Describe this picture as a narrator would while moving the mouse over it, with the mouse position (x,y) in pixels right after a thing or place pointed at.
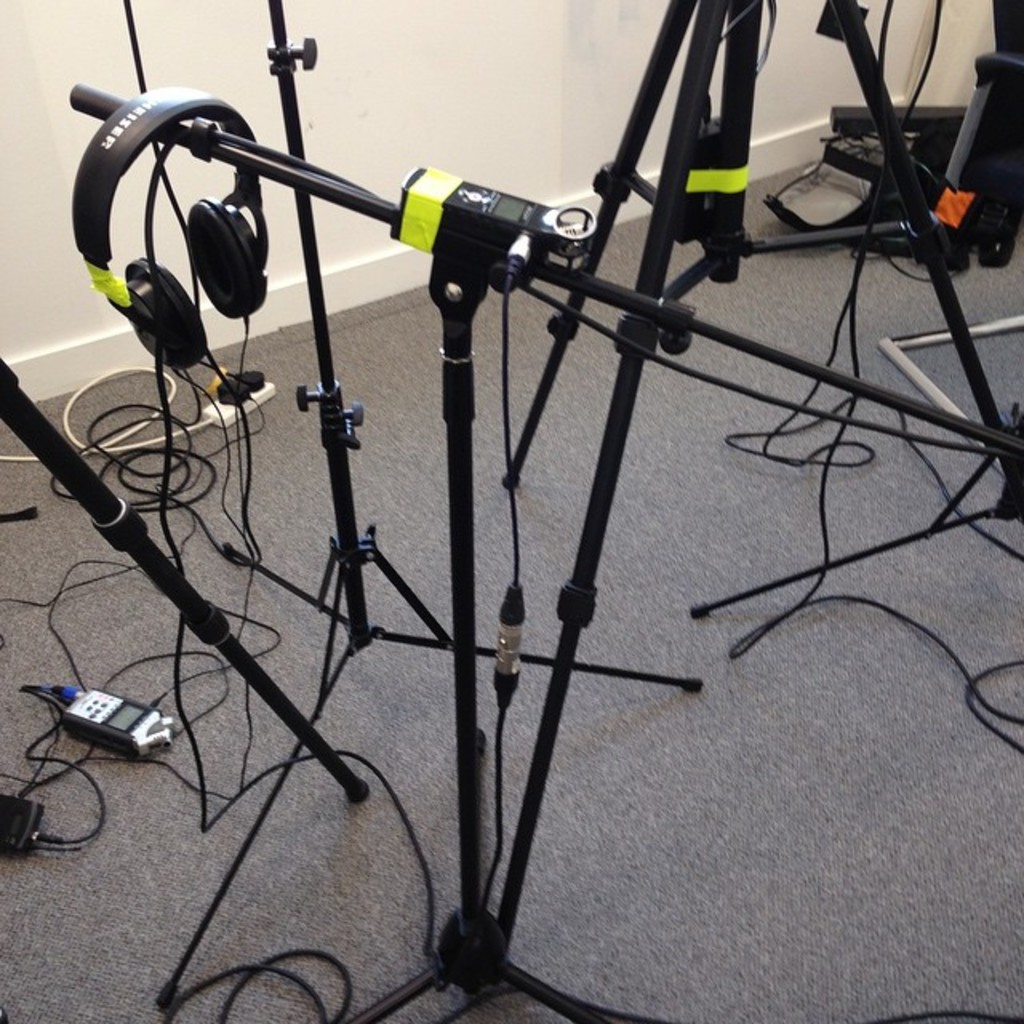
In this picture I can see few tripods (857,40) and I can see few wires (714,384). On the left side of this picture (138,719) I can see an electronic device (5,840) and a headphone (93,175). In the background (329,9) I can see the wall (329,9). On the right top of this picture (1012,147) I can see few things (993,147).
